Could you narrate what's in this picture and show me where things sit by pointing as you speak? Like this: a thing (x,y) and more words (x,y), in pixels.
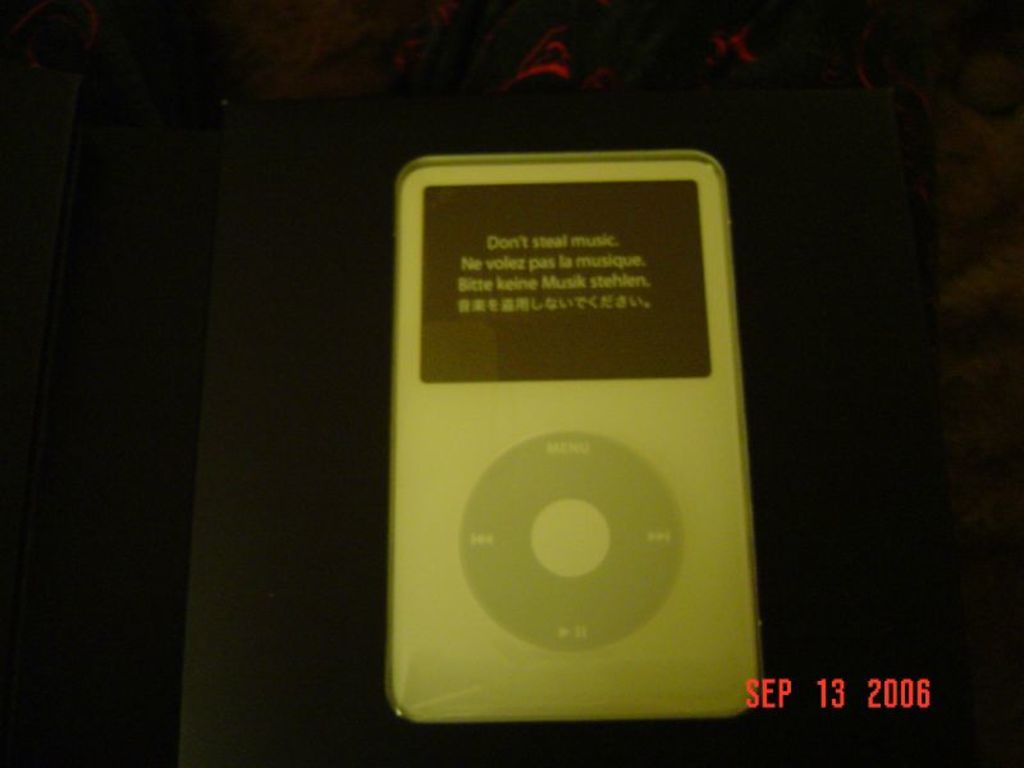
In this picture we can observe a picture (429,506) of an Ipod (515,509) on the black color box (324,581). This Ipod (630,435) is in white color. We can observe red color words (890,682) on the right side (927,691). In the background (366,55) it is completely dark.
